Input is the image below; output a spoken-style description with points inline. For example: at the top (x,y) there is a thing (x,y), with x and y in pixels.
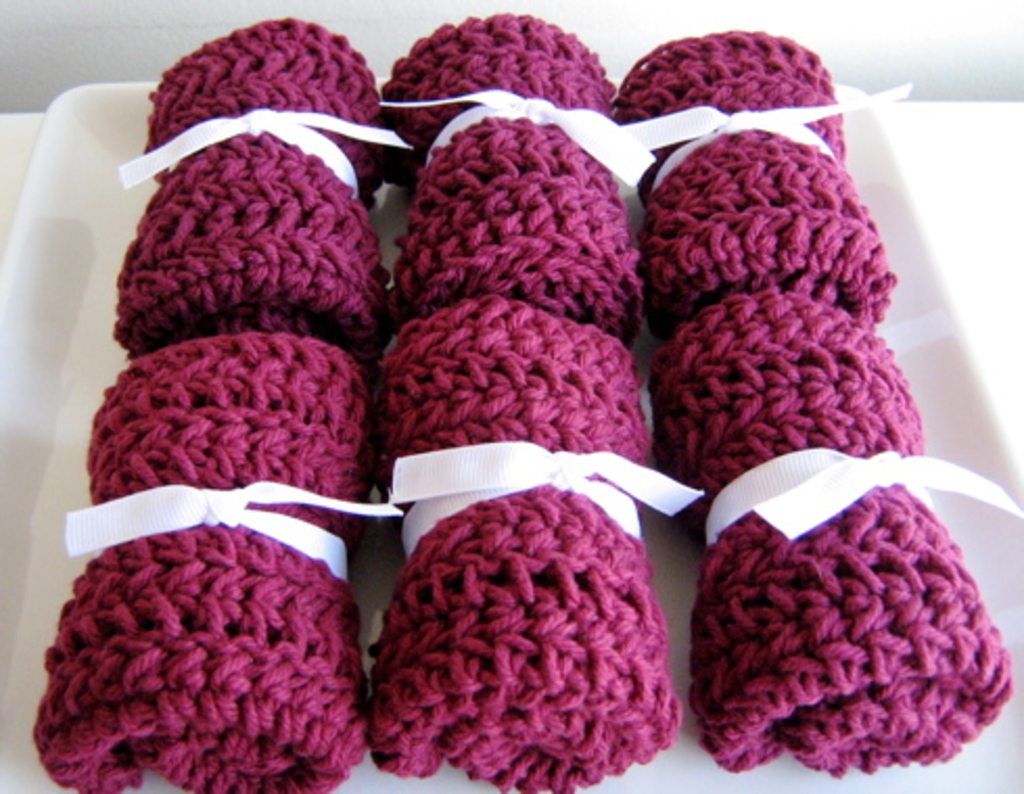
In this picture we can see few crochets (353,423) in the plate (64,382).
